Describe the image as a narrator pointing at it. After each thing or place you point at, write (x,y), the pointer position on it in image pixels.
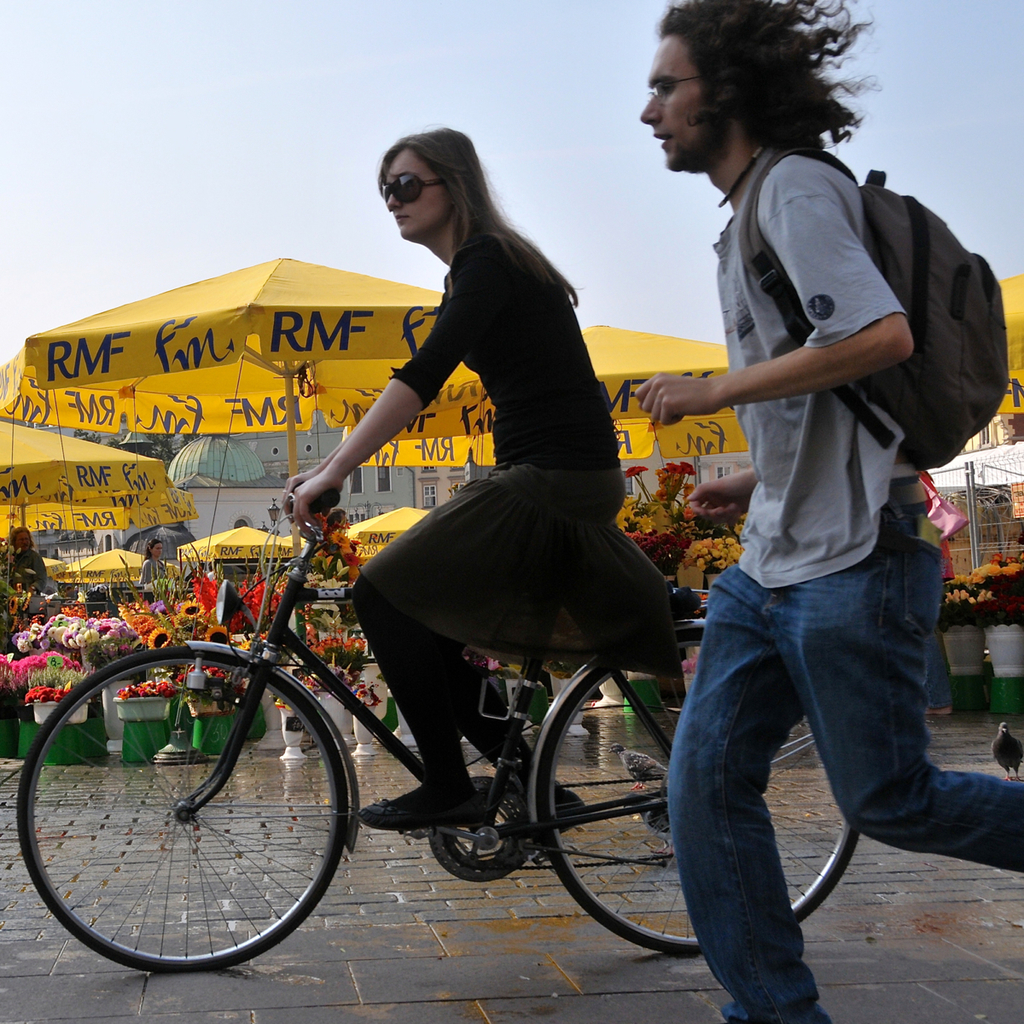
At the top of the picture (411,60) we can see a sky (339,76). Here we can see umbrellas (135,416) in yellow colour. These are flower pots (86,671) on the floor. Here we can see one man (793,955) wearing backpack (943,280) running on the road (667,957). We can see one woman (416,147) riding a bicycle (599,906). She wore goggles (405,201).
